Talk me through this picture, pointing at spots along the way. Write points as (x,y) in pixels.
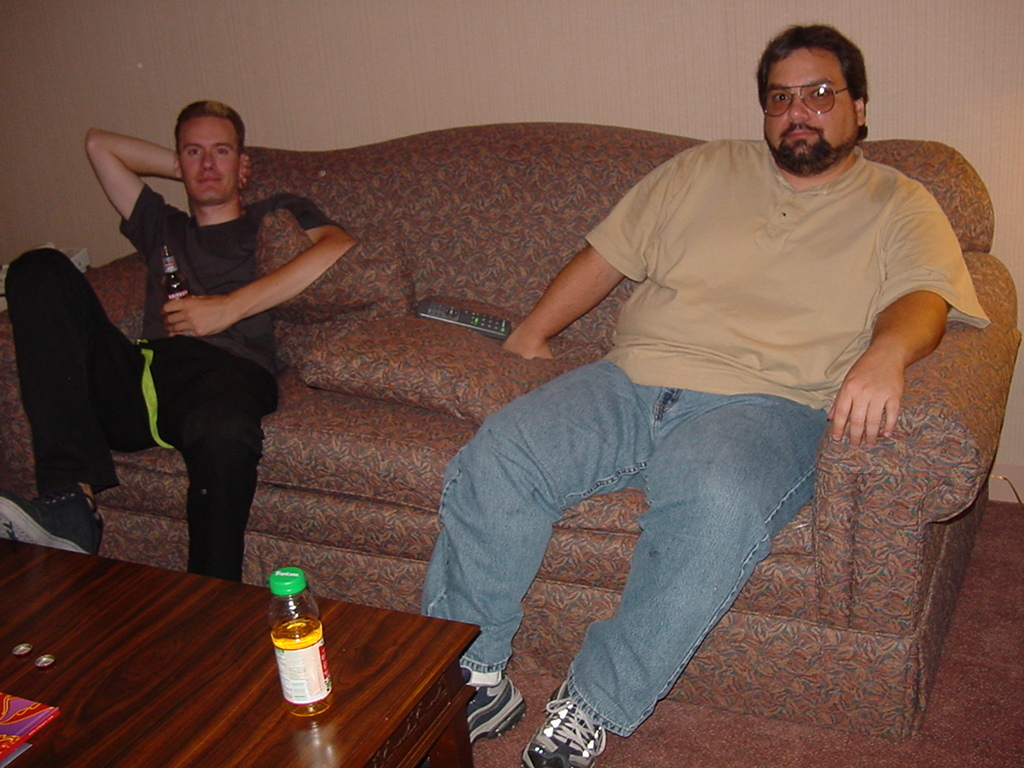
In this image there are 2 persons (166,215) sitting in couch (921,589), there is table (407,659), bottle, remote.
